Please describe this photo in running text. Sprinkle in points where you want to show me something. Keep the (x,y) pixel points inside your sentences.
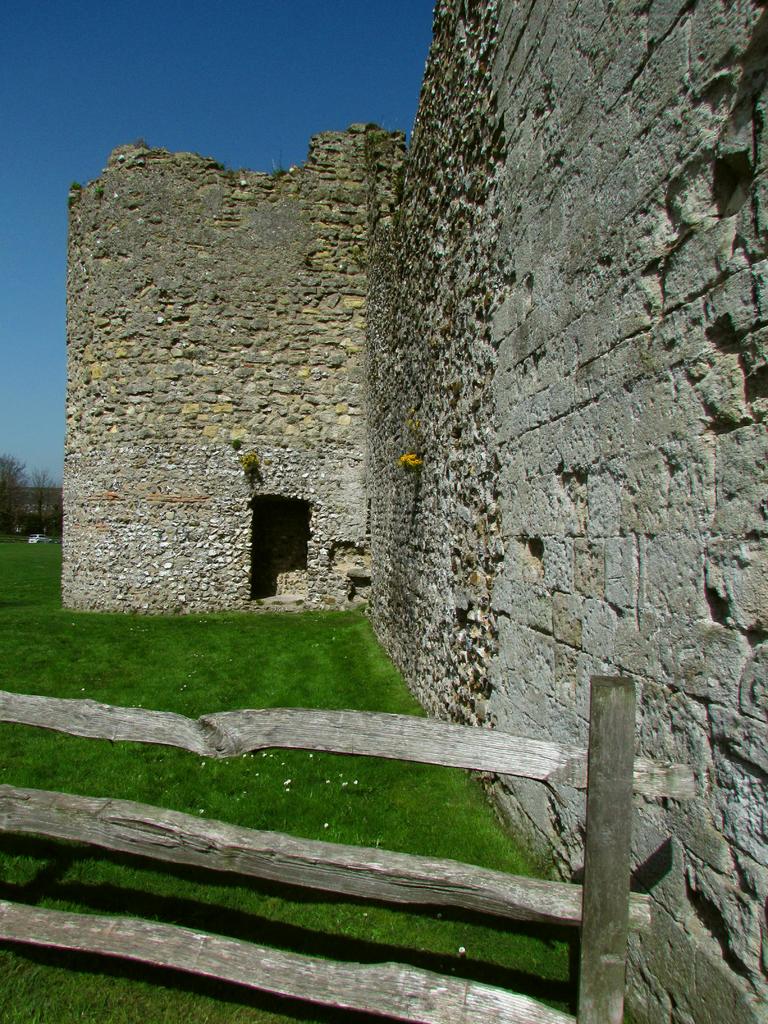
In this picture there is a boundary (359,895) at the bottom side of the image (363,826) and there is grassland (311,673) in the center of the image (349,674), there is a wall (426,412) on the right side of the image (645,580).
